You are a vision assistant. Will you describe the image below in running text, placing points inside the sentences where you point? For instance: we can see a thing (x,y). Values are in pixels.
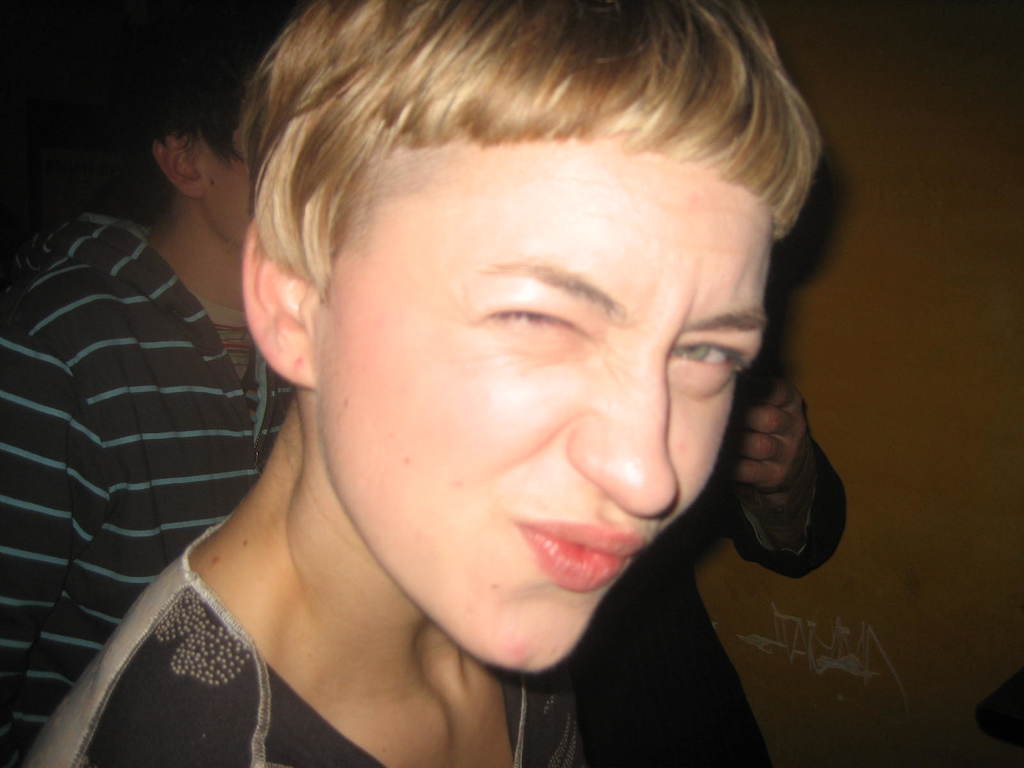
In this picture I can observe a person (317,484) wearing black color T shirt (186,705). In the background (678,650) there are some people (693,695) and I can observe a wall (843,307).
